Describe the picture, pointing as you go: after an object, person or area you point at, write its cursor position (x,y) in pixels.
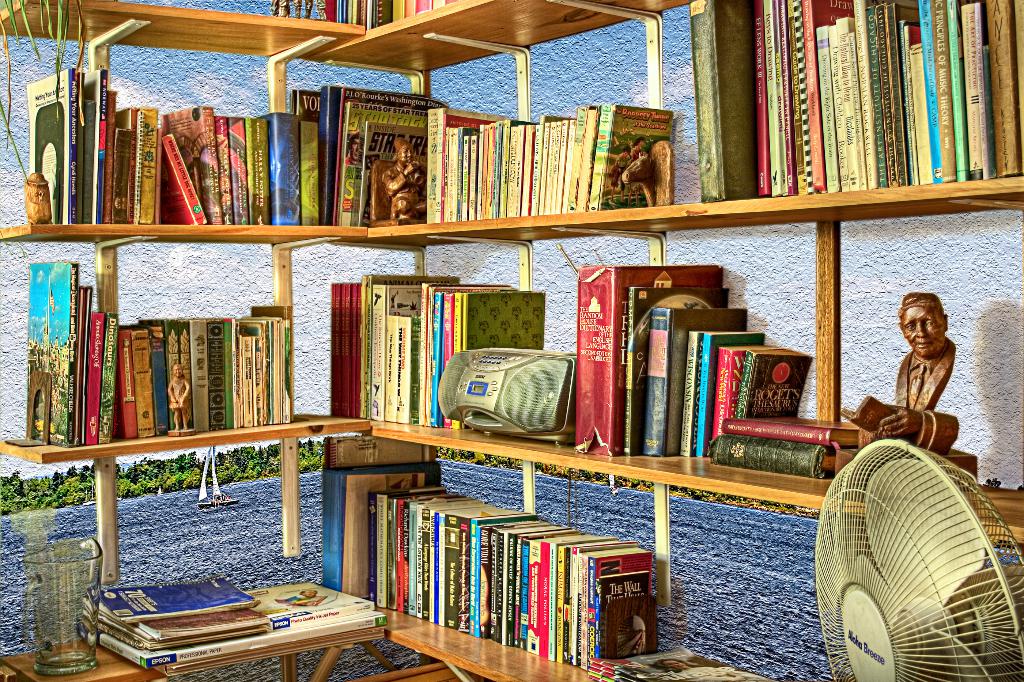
In this image there are many books (281,181) placed on the wooden rack (151,232). Image also consists of a glass jar (87,598), table fan (901,548) and some statue toys (657,190). We can also see some trees (193,468) in this image.
